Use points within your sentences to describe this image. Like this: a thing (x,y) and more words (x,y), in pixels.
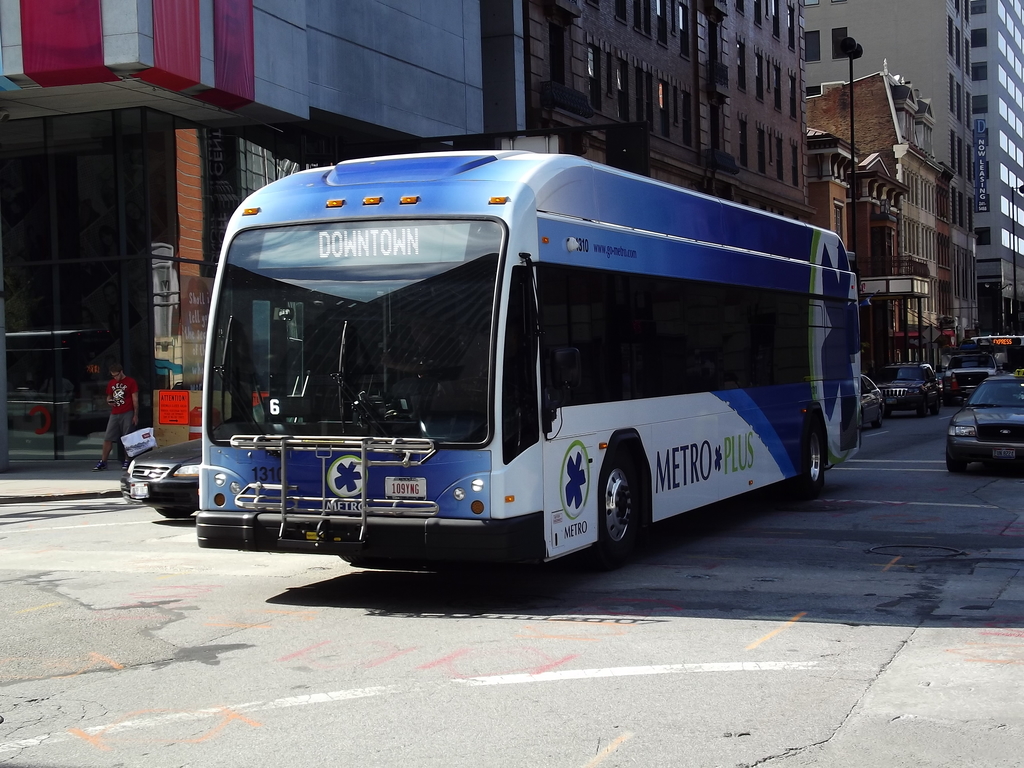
The image is taken on the road (532,664). In the center of the image (471,302) we can see bus (731,489) and cars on the road (774,570). On the left (152,163) there are buildings (152,163). At the bottom (617,641) there is road (687,693).
